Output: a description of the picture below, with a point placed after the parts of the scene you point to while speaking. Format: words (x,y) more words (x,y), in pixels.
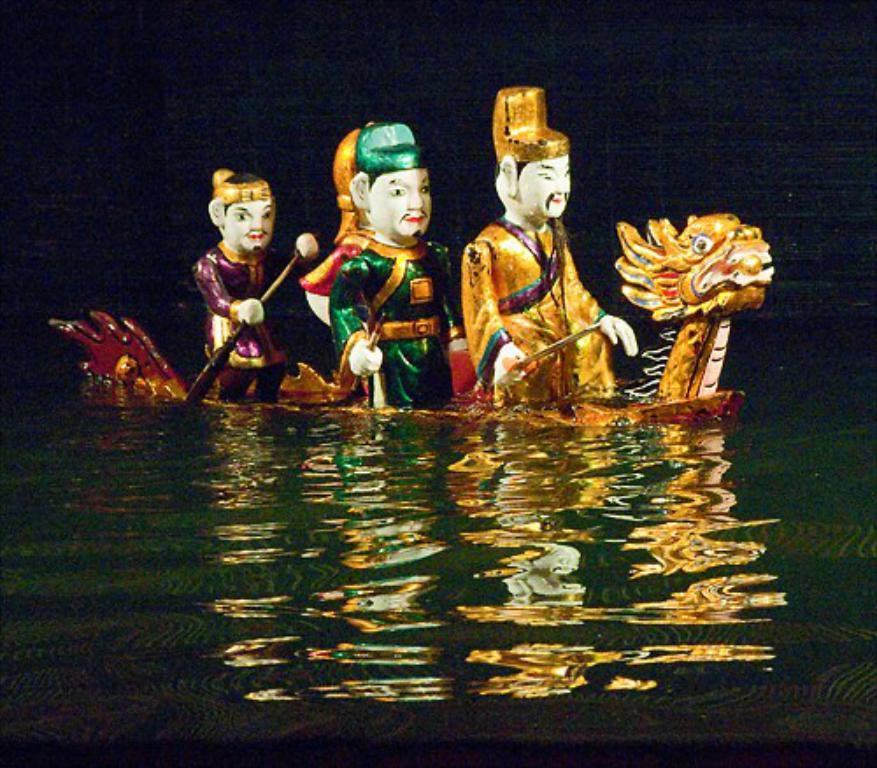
Above this water (393,475) we can see floating toys (407,328). Background (682,203) it is dark.
